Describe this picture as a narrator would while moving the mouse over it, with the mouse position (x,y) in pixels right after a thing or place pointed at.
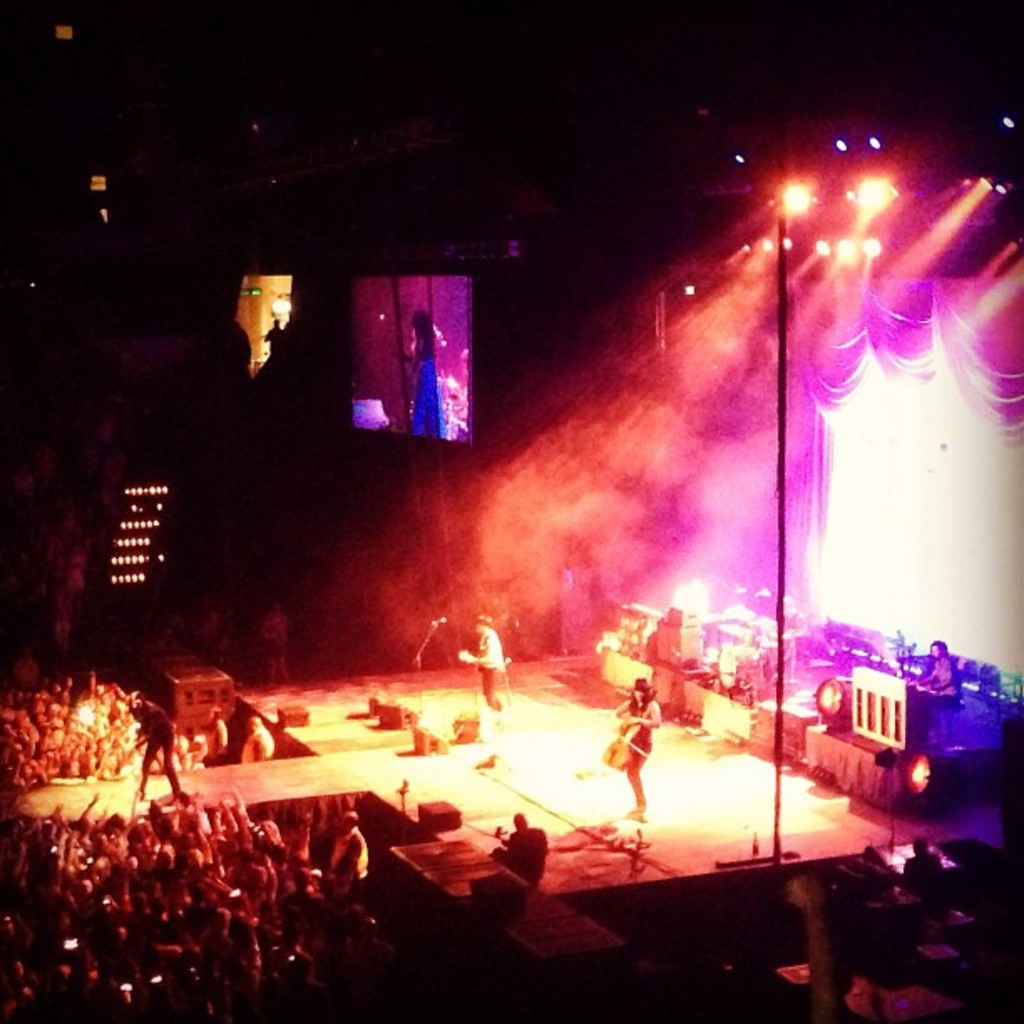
This is a picture taken during a live performance. At the bottom of the picture (276,729) there are audience (109,872), stage (310,750) on, stage (671,765) there are music control systems (940,693), keyboards (918,678), speakers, people (931,677), microphones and other objects (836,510). On the right (1021,280), at the top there are lights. In the center of the background there is a screen (388,282). On the left (150,513) there are lights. At the top (425,102), it is dark.
